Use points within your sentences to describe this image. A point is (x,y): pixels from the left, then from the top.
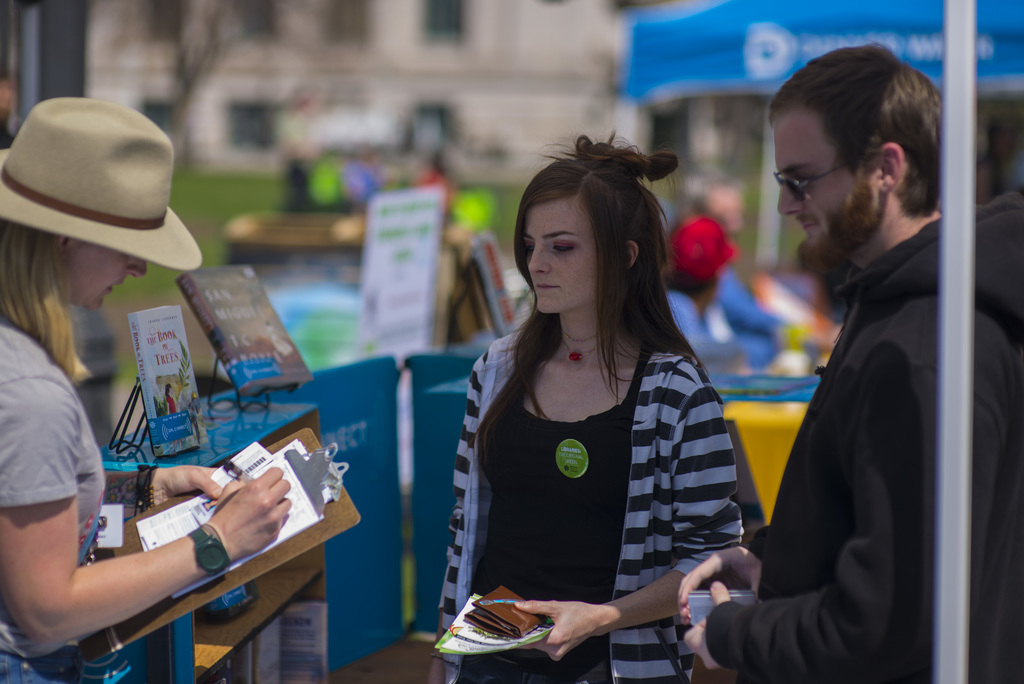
In this image three people (90,437) are standing by holding the objects (347,507). At the back side (763,403) there are tables (763,383). At the background (381,34) there are buildings (371,73).
